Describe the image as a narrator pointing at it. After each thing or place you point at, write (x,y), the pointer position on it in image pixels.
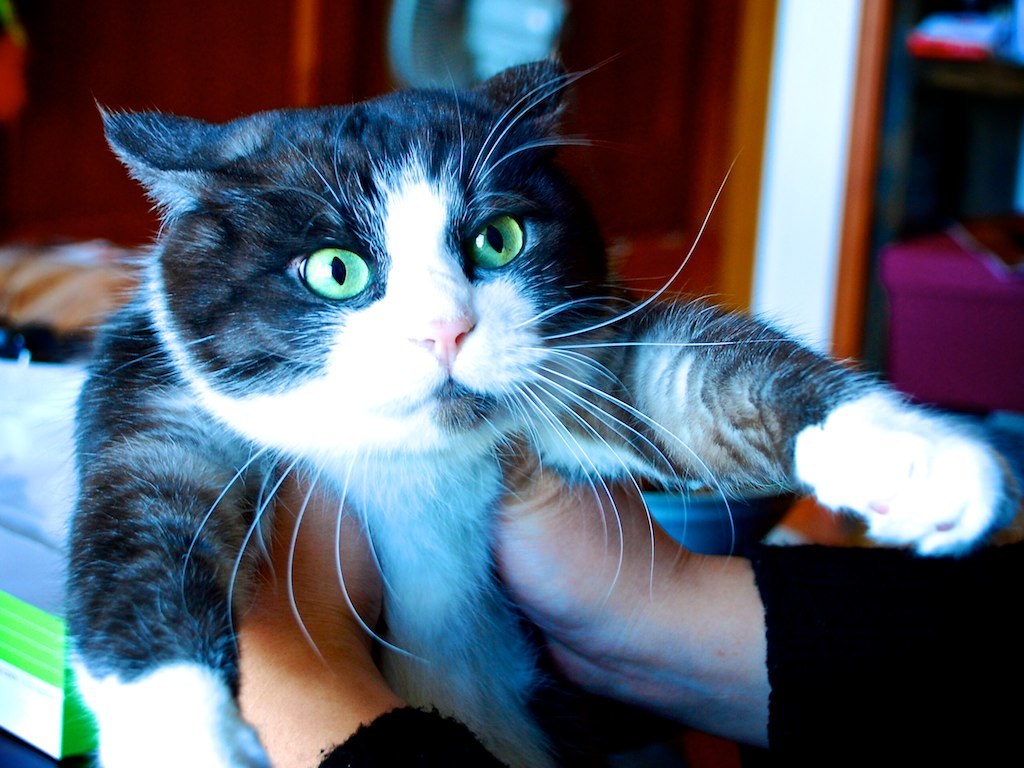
In this image in the foreground (201,565) there is one person (602,597) who is holding a cat (345,461), and in the background (567,147) there are some other objects (201,105).
